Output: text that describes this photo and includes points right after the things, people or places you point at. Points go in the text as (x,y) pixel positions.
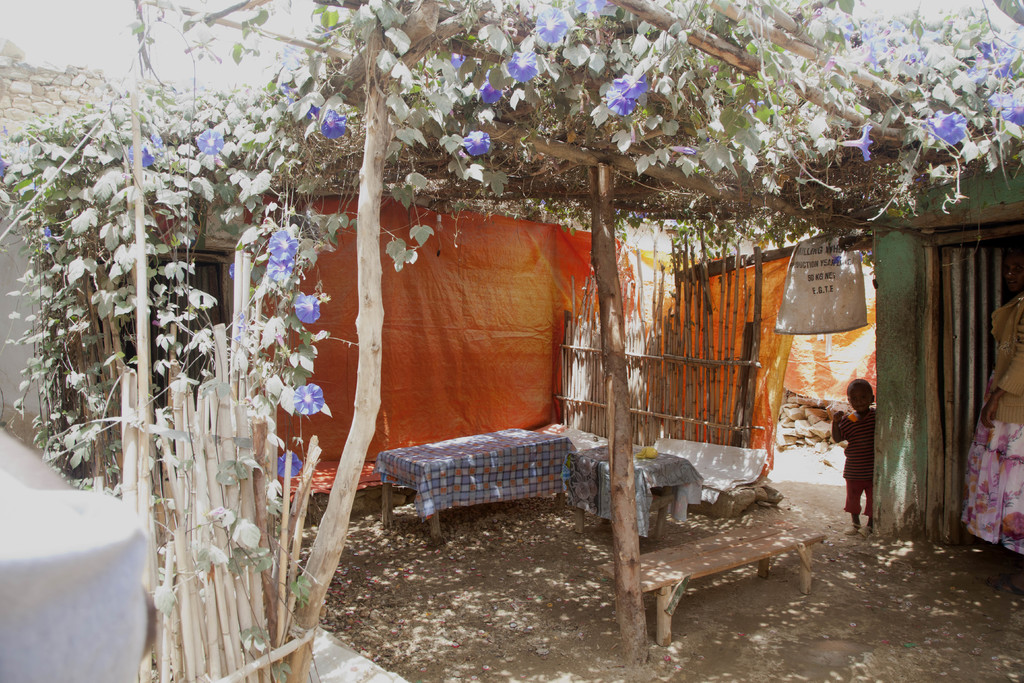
In this image I see a woman (1014,295) and a child (862,459) over here and I see the tables (470,461) on which there are clothes (467,484) and I see 2 benches (689,575). In the background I see the wooden sticks (284,564) and I see the plants (459,105) on which there are purple flowers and I see a white banner (812,281) over here on which there is something written and I see the orange color thing (476,291) and I see the ground (538,567).
